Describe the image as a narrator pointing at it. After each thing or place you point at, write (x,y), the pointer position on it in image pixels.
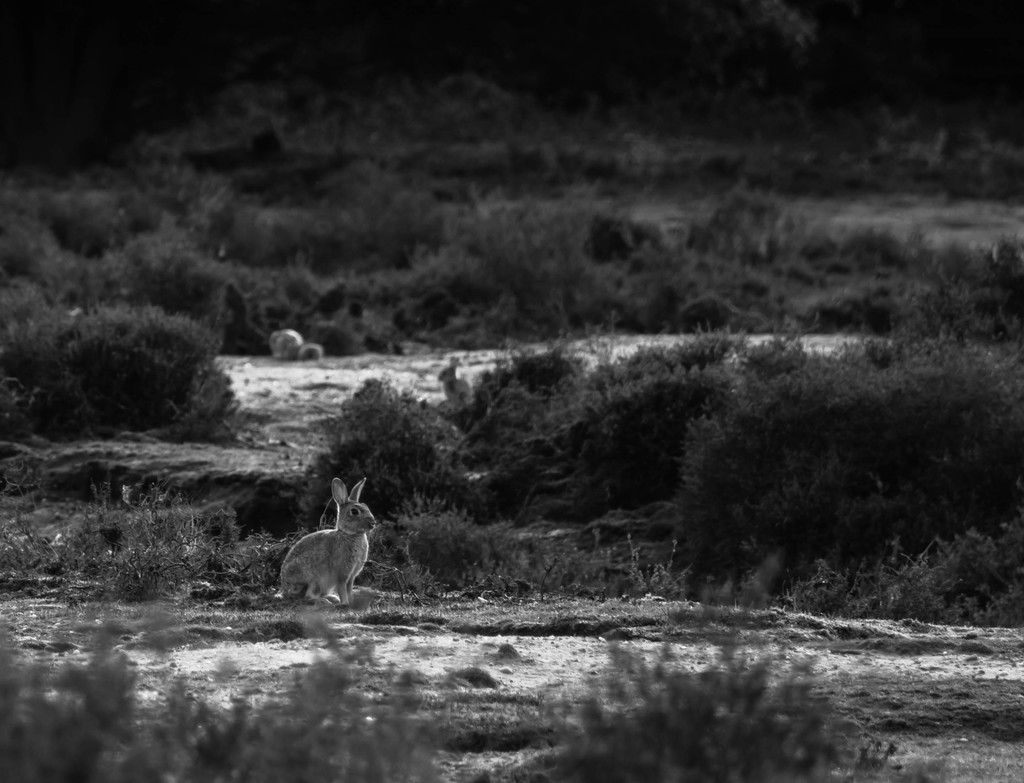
This is the picture of a rabbit (305,564) which is on the floor (552,636) and around there are some plants (447,438), trees (636,119) and grass (38,610) on the floor (306,470).
